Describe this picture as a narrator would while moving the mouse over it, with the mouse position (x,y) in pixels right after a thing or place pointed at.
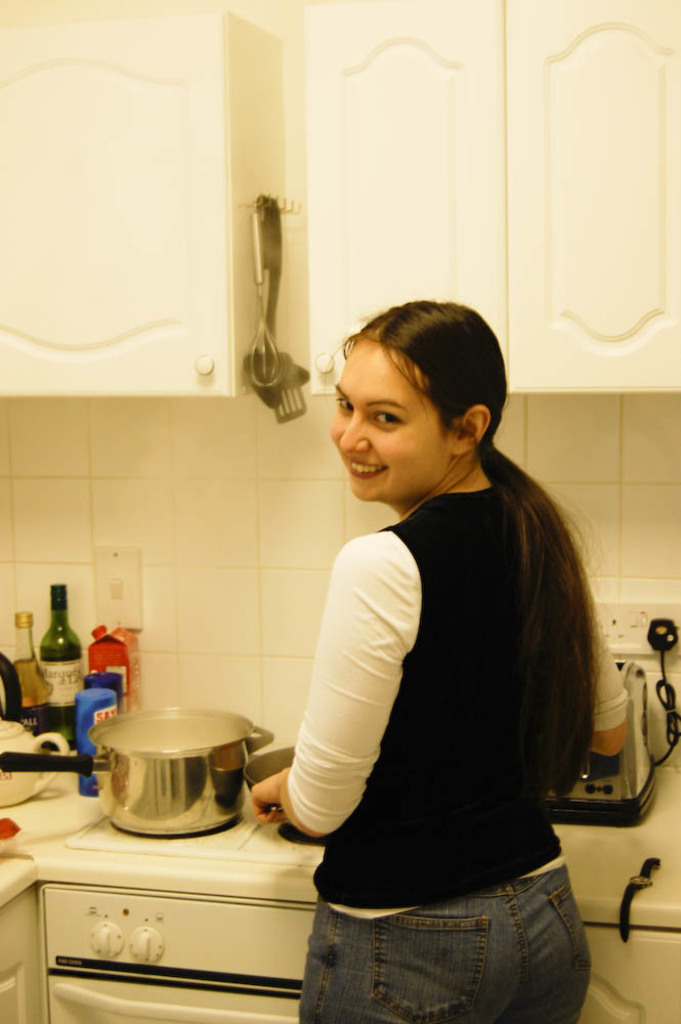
The picture is clicked in a kitchen (131,948). In the center of the picture (391,478) there is a woman (338,809) smiling. In the foreground of the picture (180,819) there is a desk (619,854), on the desk (656,822) there are many kitchen used utensils (191,750). On the right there is a watch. On the top of the picture (325,153) there are cupboards (335,143) and spatulas (272,216).
